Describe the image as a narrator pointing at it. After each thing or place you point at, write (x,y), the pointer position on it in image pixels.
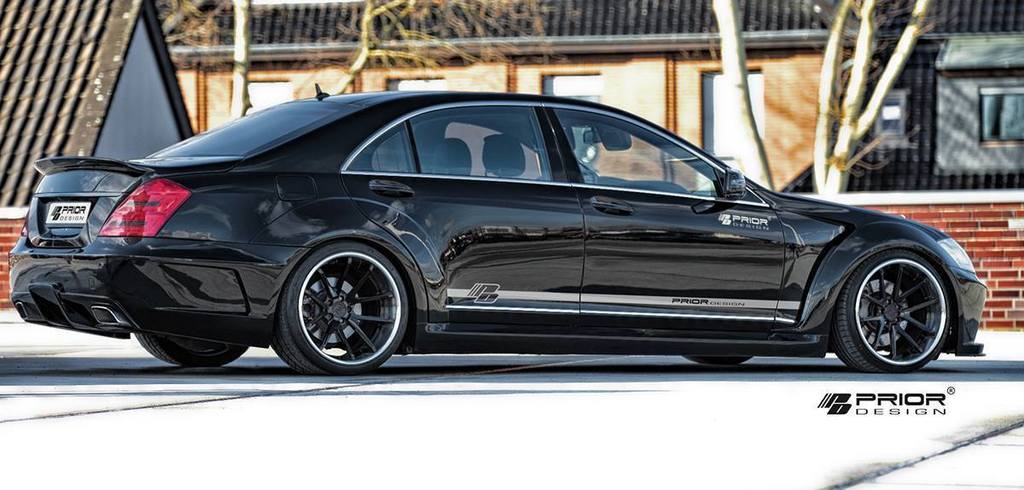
This image consists of a car (403,257) in black color. At the bottom (594,456), there is a road (523,430). In the background (126,103), we can see a house (867,188) along with windows (565,90) and trees (359,58).
